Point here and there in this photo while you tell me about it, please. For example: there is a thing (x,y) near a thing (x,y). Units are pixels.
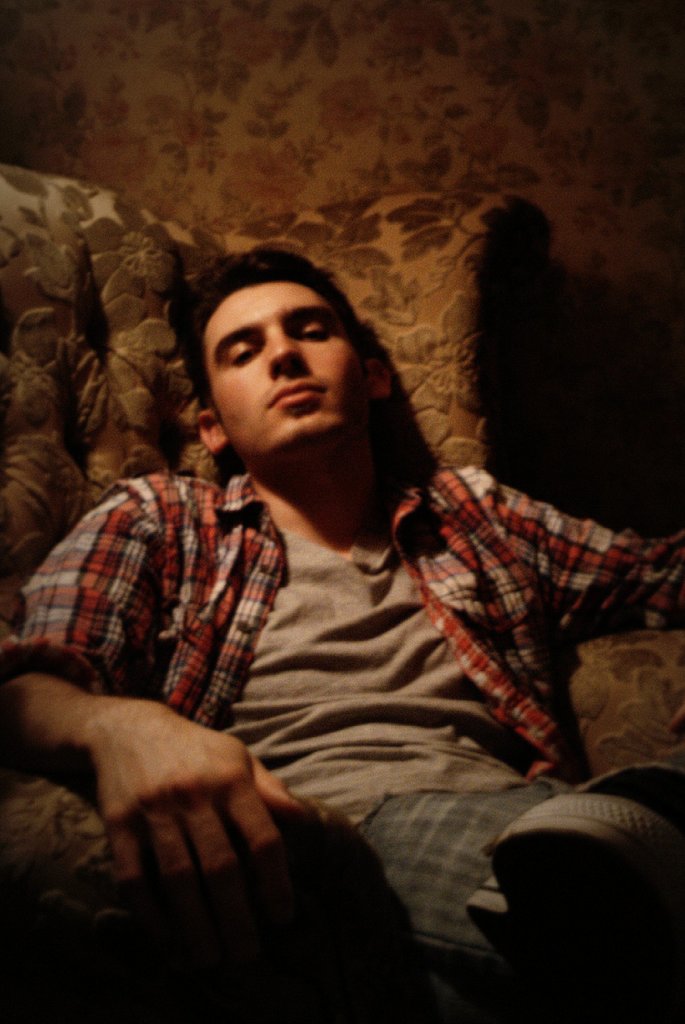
This is the picture of a room (560,178). In this image there is a man (304,740) with grey t-shirt (290,599) is sitting on the chair (666,657). At the back (394,94) there is a floral painting (516,103) on the wall (558,72).
